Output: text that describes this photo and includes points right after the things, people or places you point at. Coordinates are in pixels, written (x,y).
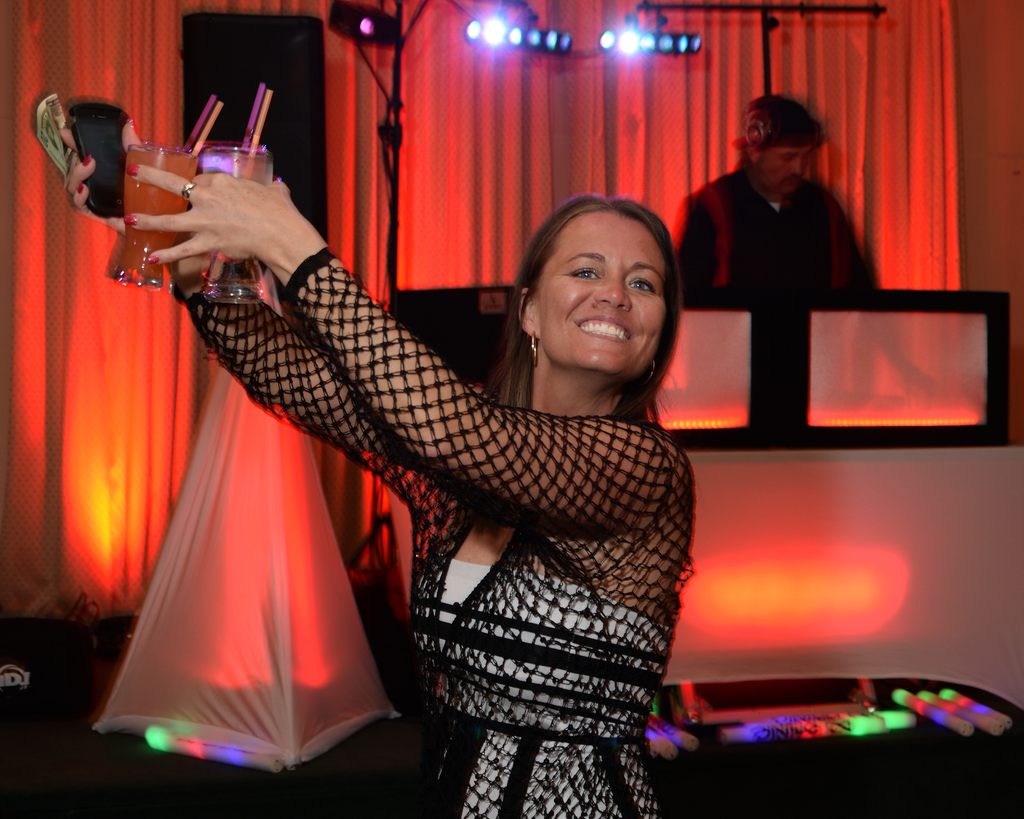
In this image in the center (574,389) there is one woman (556,350) who is smiling and she is holding some glasses (143,191), and in the background (794,245) there is another person (781,244) and curtains (862,137), speaker (314,124), lights (373,42) and some boards (861,352) and some other objects (999,586). At the bottom (143,774) there is a floor (177,774).
